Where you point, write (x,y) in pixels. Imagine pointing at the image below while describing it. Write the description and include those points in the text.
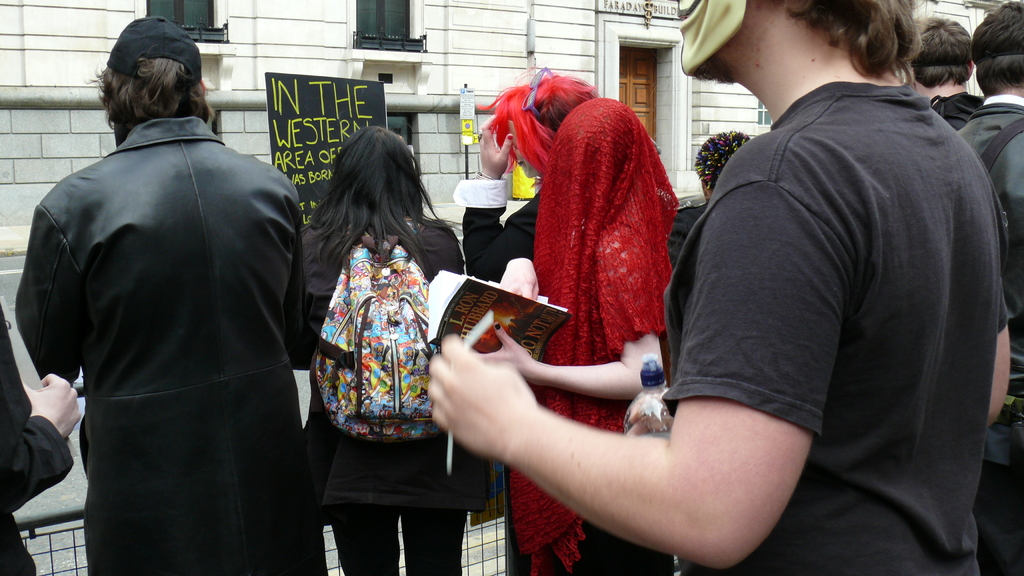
In this image we can see people (791,233) standing. The man (961,216) standing on the right (875,402) is holding a bottle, next to him there is a lady (594,310) holding a book (530,315). In the background (457,12) we can see a board (322,90) and a building (497,32). At the bottom (482,534) there is a fence (41,517).
